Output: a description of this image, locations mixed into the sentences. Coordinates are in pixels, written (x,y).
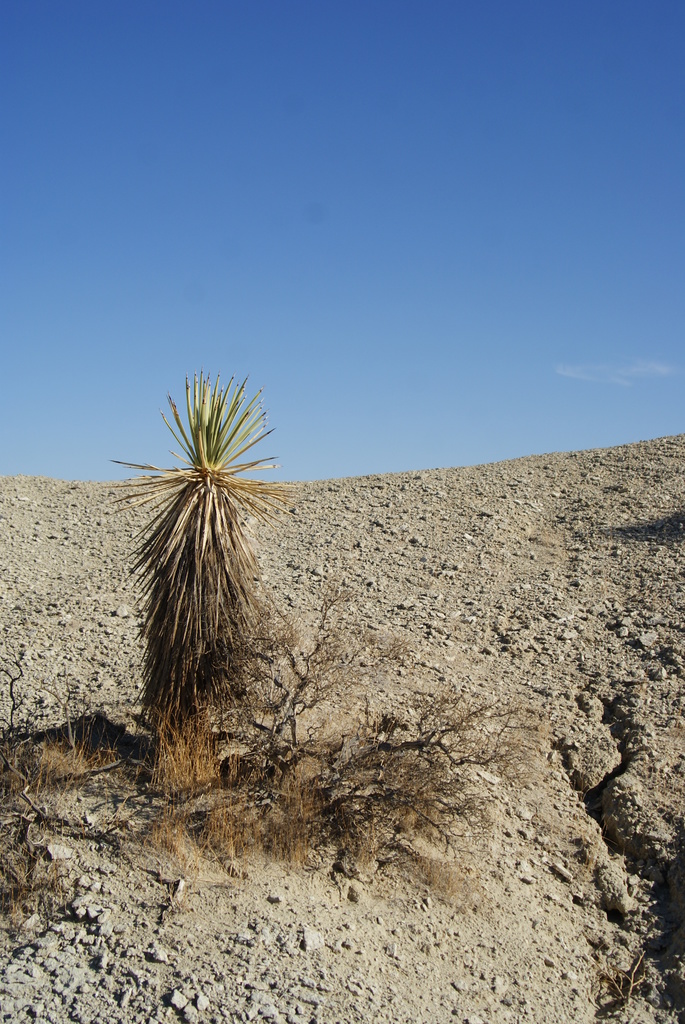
In this picture we can see plants (213,471) on the ground (508,1003) and in the background (375,208) we can see the sky (375,208).
